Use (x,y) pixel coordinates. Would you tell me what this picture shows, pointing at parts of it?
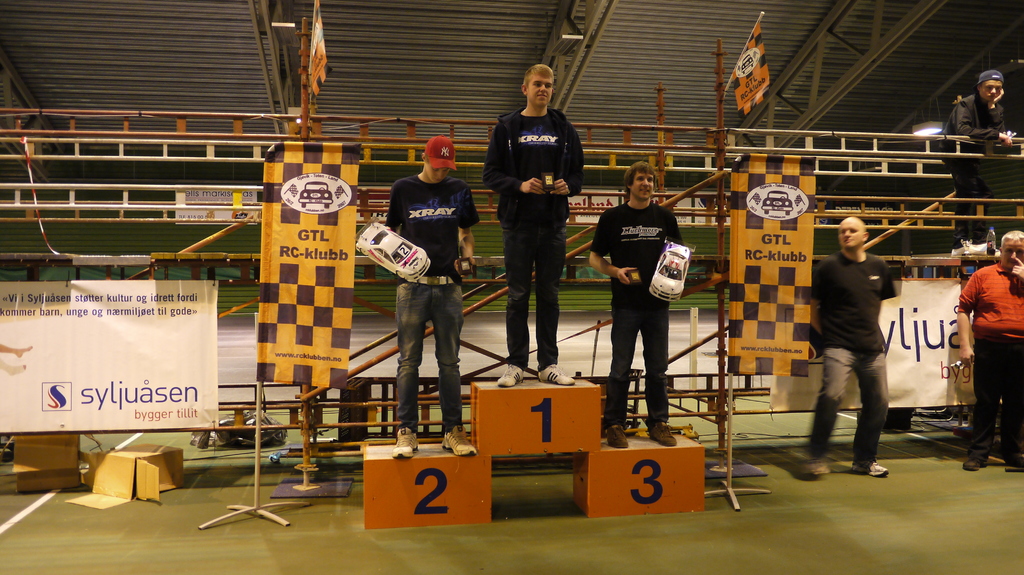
In the image on the floor (380,548) there are winner podiums (639,439) with three men (572,184) are standing on it. And also there are few men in this image. Behind them there are rods (9,137) with posters (328,310). On the floor (68,499) there are cardboard boxes (142,484). At the top of the image (716,43) there is a ceiling (869,53) with roofs (365,48) and rods (257,48). And also there are flags (739,73) to the rods (306,30).
